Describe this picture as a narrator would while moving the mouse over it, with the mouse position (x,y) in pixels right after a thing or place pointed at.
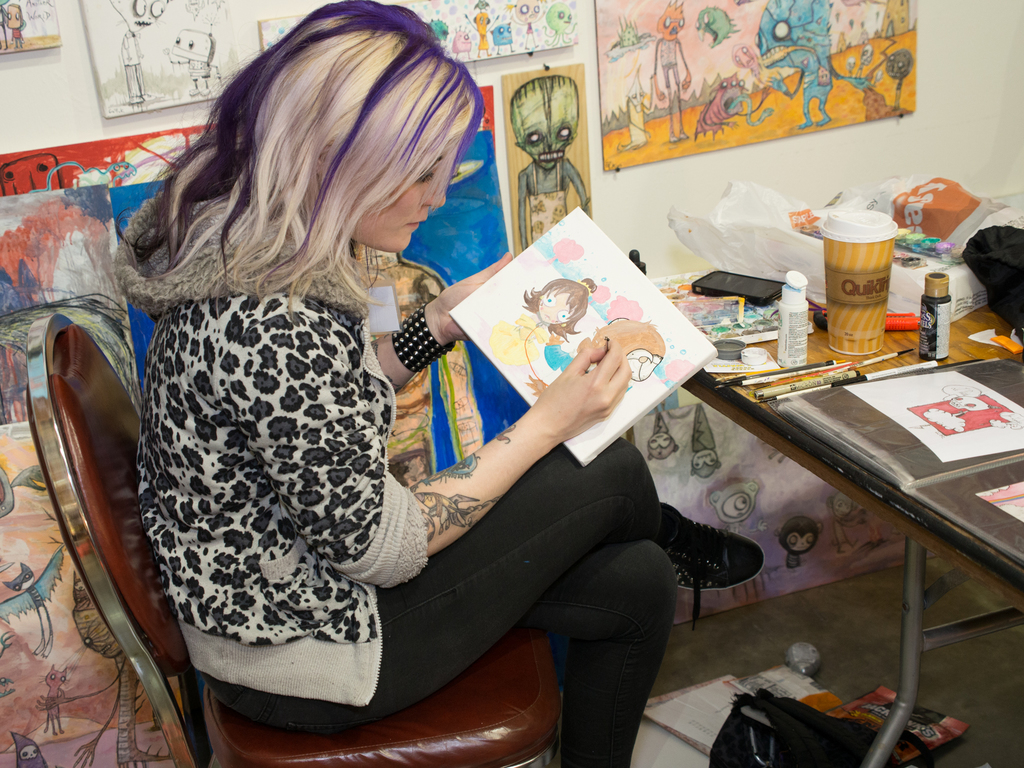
In this image we can see a woman (289,320) is sitting on the chair (76,380). She is wearing black color jeans (569,530) with grey color jacket (283,526) and holding book (548,347) and crayon (608,340) in her hand (587,356). Right side of the image (871,480) we can see one table (702,376). On table (745,405) we can see colors (761,320), bottles (795,321), mobile (743,282), carry bag (803,248), file (853,426) and pens (820,366). Background of the image (585,143), paintings (649,100) are attached to the white color wall (842,129). At the bottom of the image (712,766) we can see black color bag (757,739) and papers (676,730).
